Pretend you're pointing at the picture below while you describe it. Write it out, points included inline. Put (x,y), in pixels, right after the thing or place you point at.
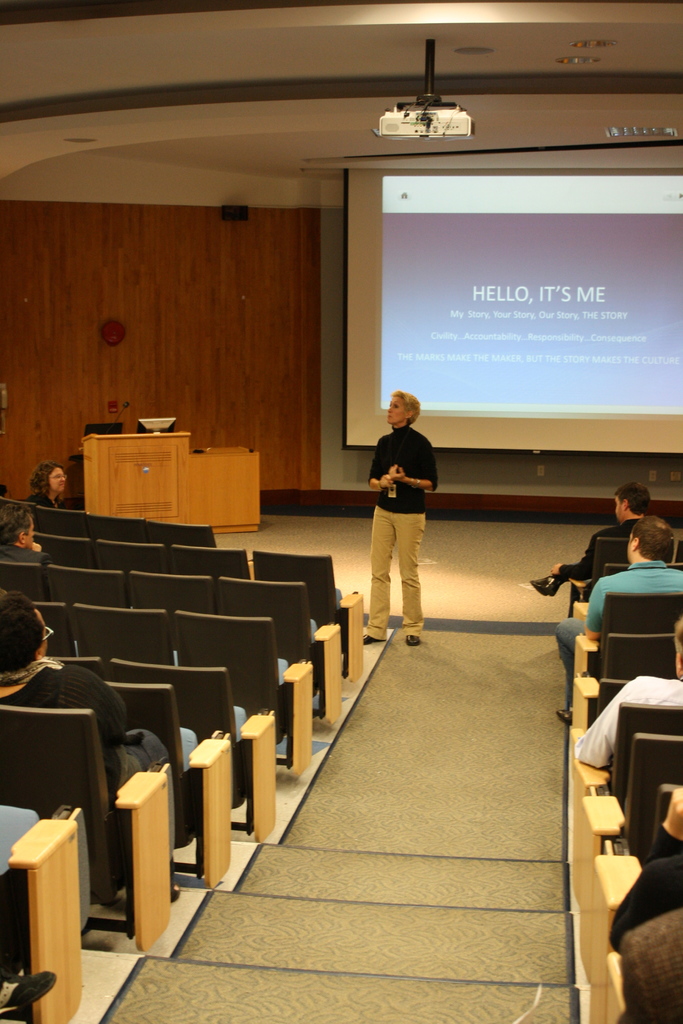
In this image we can see chairs (285,638) and steps (326,910). There are few people (31,542) sitting on chairs (620,612). In the back (453,310) there is a screen (485,299). On the ceiling (467,146) there is a projector (426,135). In the background (178,450) there is a wooden object (169,471). On that there is an item (142,423).
